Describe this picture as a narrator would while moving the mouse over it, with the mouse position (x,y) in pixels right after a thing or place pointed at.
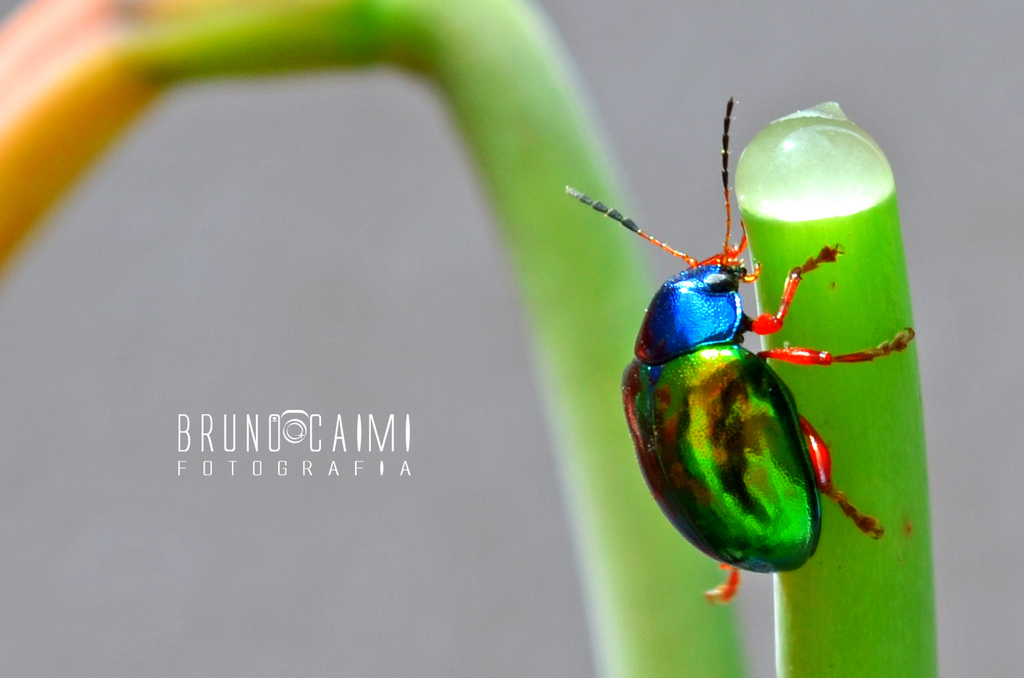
In this picture we can see an insect (688,295) and blurry background (374,167), in the middle of the image (361,419) we can see some text (257,446).
